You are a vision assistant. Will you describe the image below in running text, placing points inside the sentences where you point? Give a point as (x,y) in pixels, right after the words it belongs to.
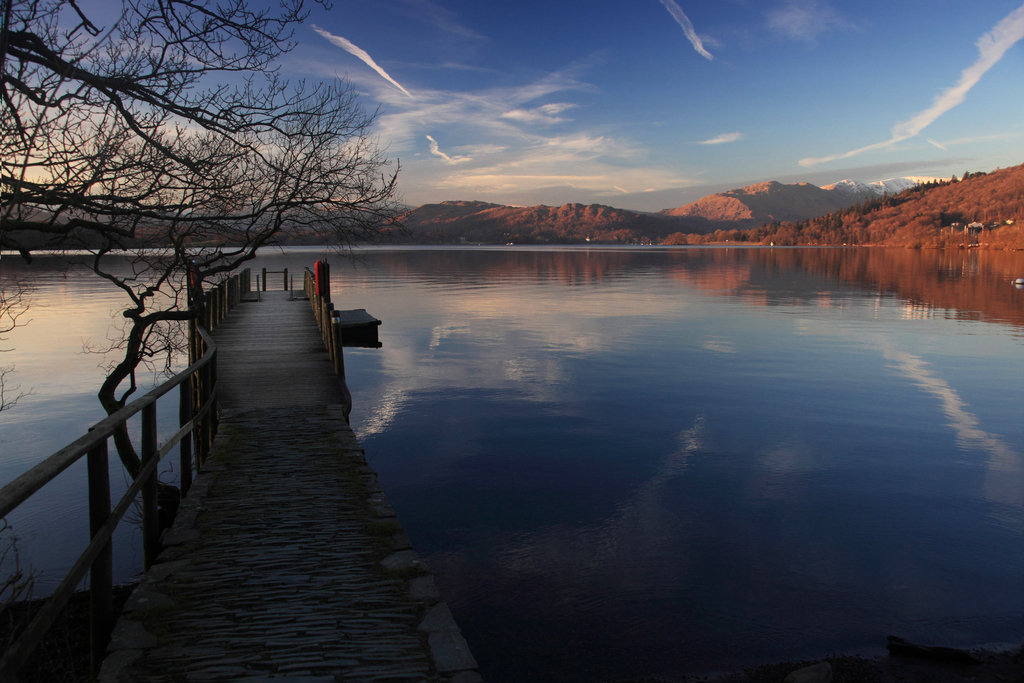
In this image we can see a bridge (237,452), fence (215,389), tree (175,207) beside the bridge (262,312), water (421,296), mountains (533,233) and the sky (616,178) in the background (643,122).
